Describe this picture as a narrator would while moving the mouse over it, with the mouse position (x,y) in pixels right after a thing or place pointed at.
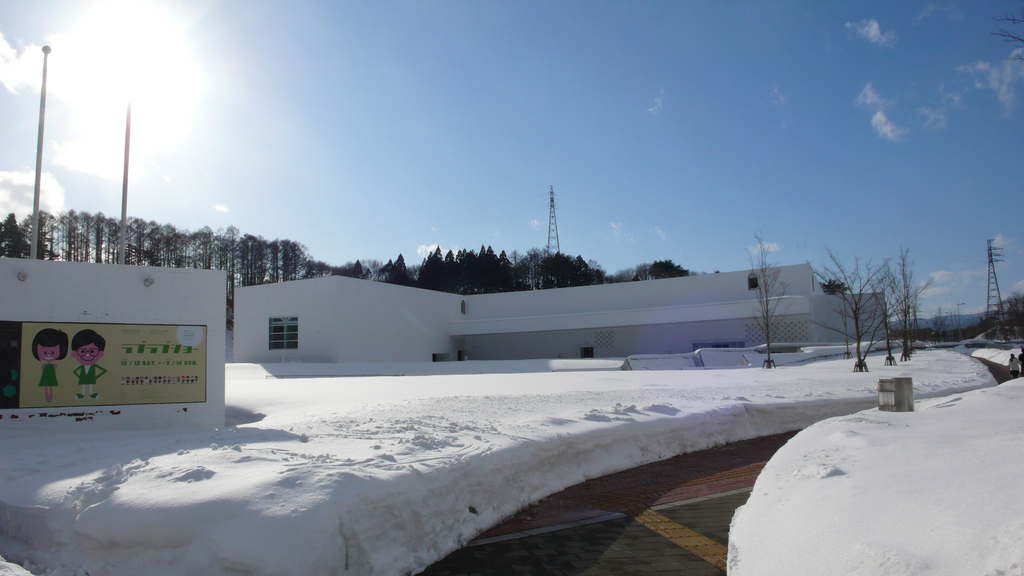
In this there are two people (1020,357) walking on the path (718,452). On the left (334,365) and right side of the image (930,466) there is a snow (413,390) on the surface (484,407). In the background (951,333) there are buildings (809,289), trees (944,333), towers (996,283), poles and the sky (542,164).
